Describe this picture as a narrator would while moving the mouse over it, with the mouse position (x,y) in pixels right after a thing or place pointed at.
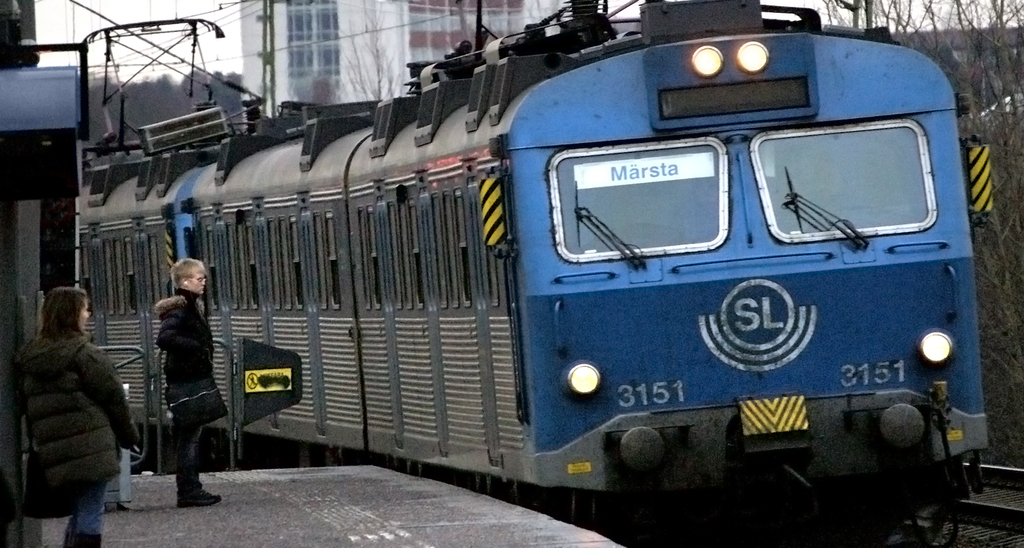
In this image we can see a train (549,242) on the railway track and on the left side (80,445) we can see two persons (55,420) are standing on the platform (346,532), railing (147,395) and objects (5,417). In the background (423,2) we can see trees (912,47), electric wires (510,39), buildings (301,17), windows (318,37) and the sky (41,31).
